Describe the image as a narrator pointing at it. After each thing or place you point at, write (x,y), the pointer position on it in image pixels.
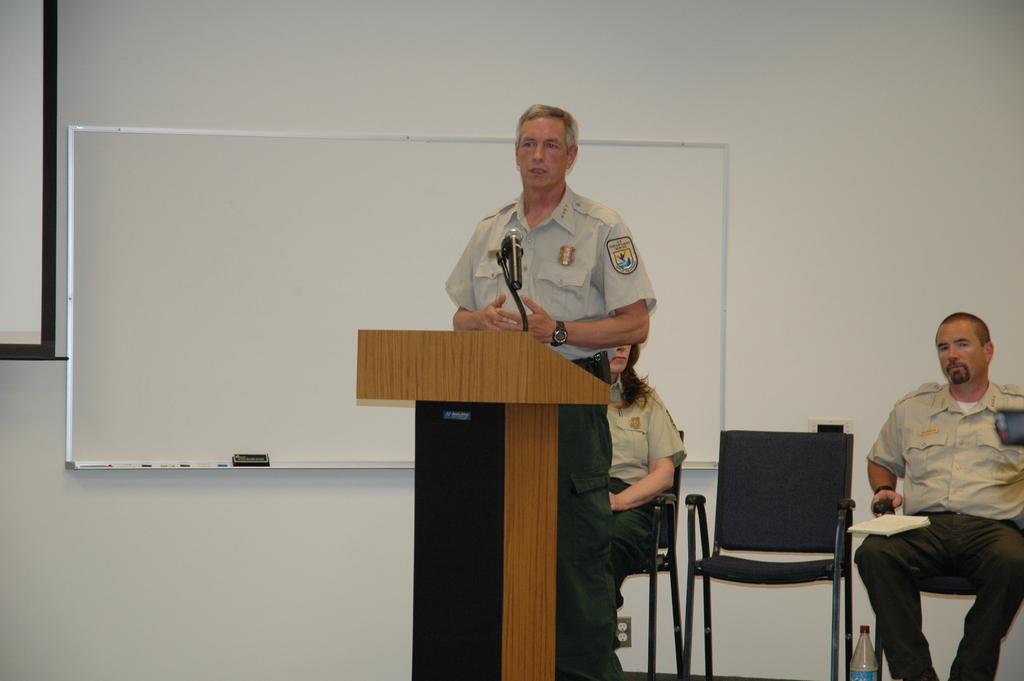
This image is clicked in a room (835,397). In the front (429,551), there is a man (585,577) standing near the podium (524,527). At the back (629,481) there is a woman (636,530) sitting. At the right (934,487), there is a man (978,586) sitting. In the background (867,118), there is a wall (147,487) on which a board (142,400) is fixed.
